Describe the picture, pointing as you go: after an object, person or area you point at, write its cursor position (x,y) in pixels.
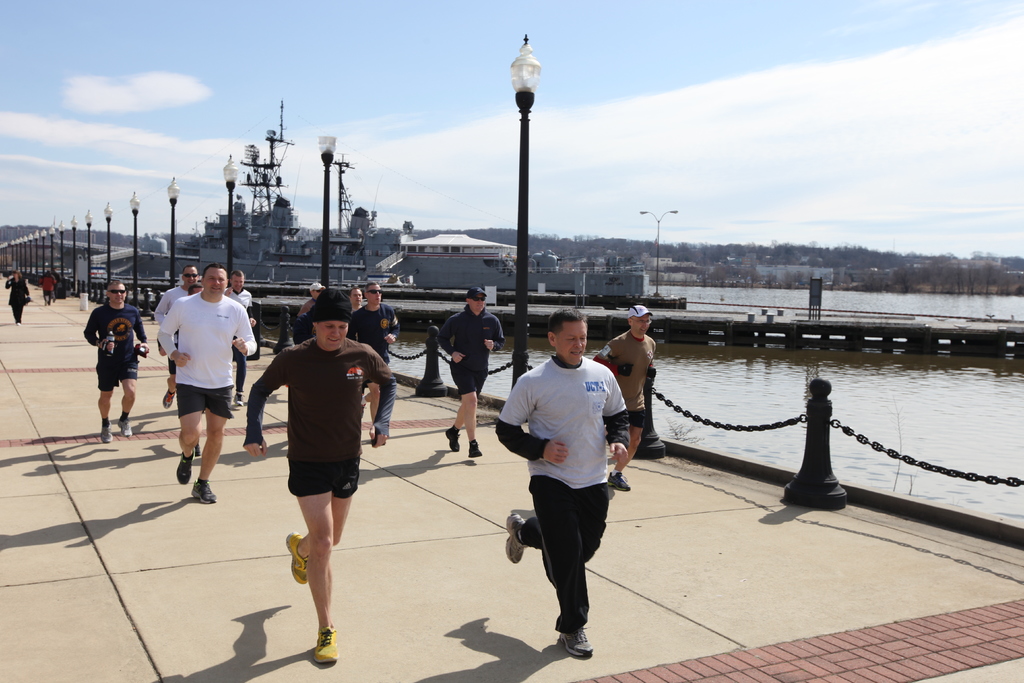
In this image there are so many people (311,575) running on the path (460,497), beside them there are some street light poles (37,249) also there is a water (787,449), mountains (683,268) and buildings (481,247) in front of that.
